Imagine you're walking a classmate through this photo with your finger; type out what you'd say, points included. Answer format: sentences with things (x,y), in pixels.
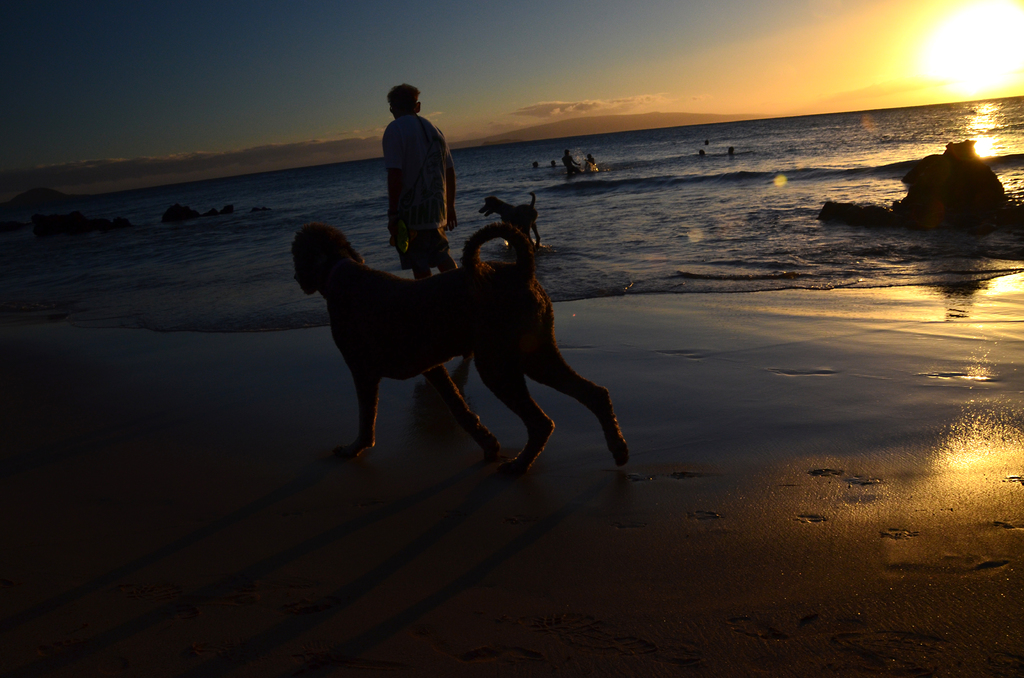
This picture is clicked outside the city. In the foreground (396,383) we can see a person (425,150) holding an object (399,228) walking on the ground (575,430) and we can see the two animals (520,308) and, in the center (618,256) we can see the group of people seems to be swimming in the water body (652,164) and we can see some other items (55,228). In the background (210,51) we can see the sky (640,63) with the clouds (152,165). In the right corner (971,14) we can see the Sun (983,48).
